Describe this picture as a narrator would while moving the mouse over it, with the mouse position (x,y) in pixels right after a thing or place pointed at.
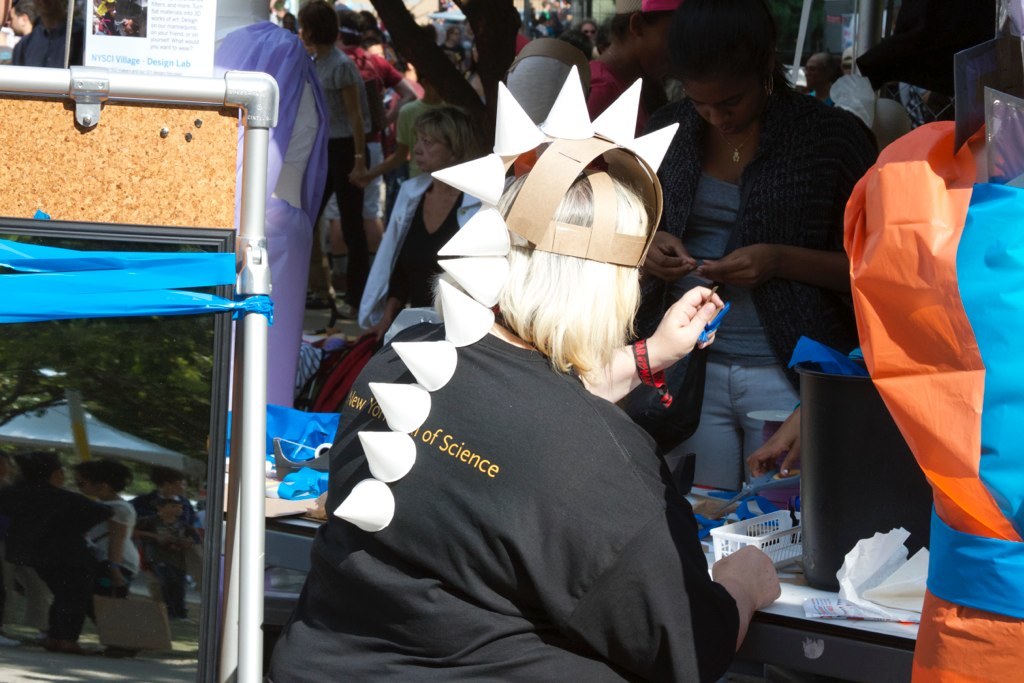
In this picture we can see the woman (651,633) sitting in a front wearing black t-shirt (574,636). Behind we can see some people (743,139) are standing. On the left corner (61,239) there is a pipe frame (244,284) and glass mirror (56,434).
